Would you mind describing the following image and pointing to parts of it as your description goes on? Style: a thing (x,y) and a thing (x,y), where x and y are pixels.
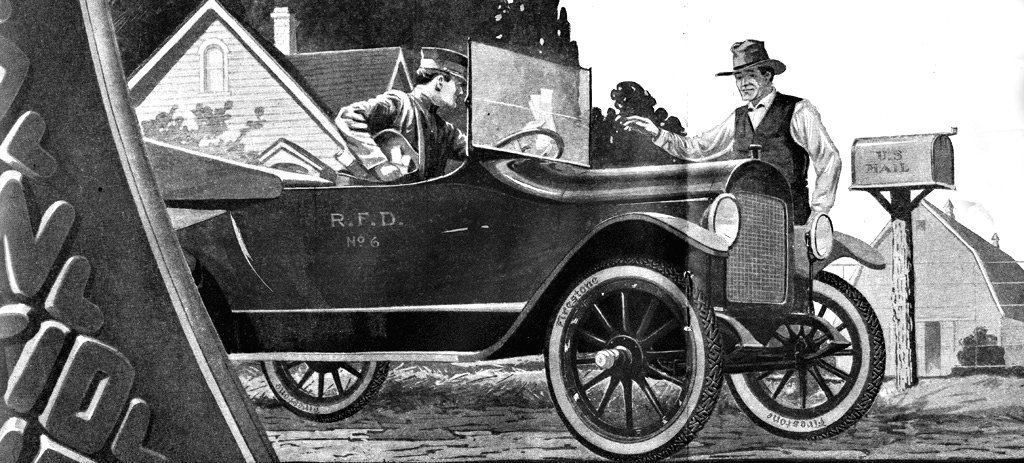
In this picture I can see a vehicle (525,284) on the road (881,424), there are two persons (781,69), houses (1019,333), a mailbox (898,163) with a pole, and there is sky (937,90).
